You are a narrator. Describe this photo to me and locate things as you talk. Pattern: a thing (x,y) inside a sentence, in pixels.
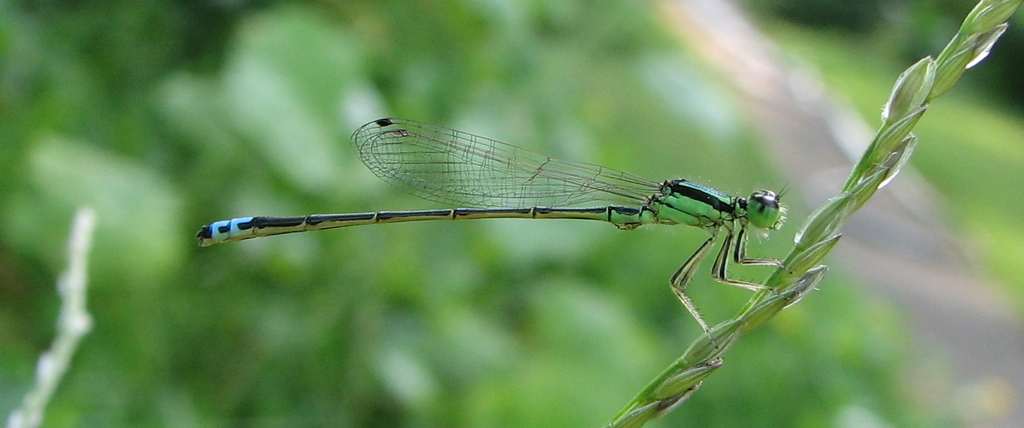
In this image I can see a dragonfly (558,206) on a stem (820,226). The background (653,365) is blurred.
